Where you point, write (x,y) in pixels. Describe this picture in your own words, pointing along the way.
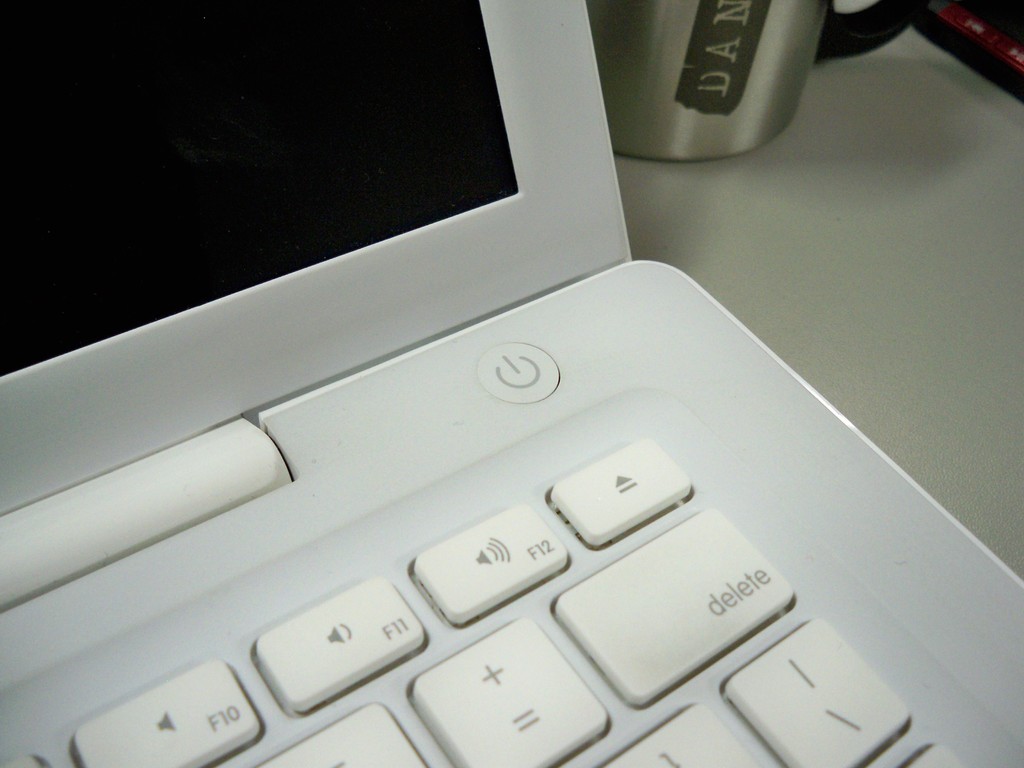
In this image there is a laptop (513,330) truncated, there are objects (858,52) on the table (921,204), there is an object (741,58) truncated towards the top of the image (672,58), there is an object (988,52) truncated towards the right of the image (986,48).
